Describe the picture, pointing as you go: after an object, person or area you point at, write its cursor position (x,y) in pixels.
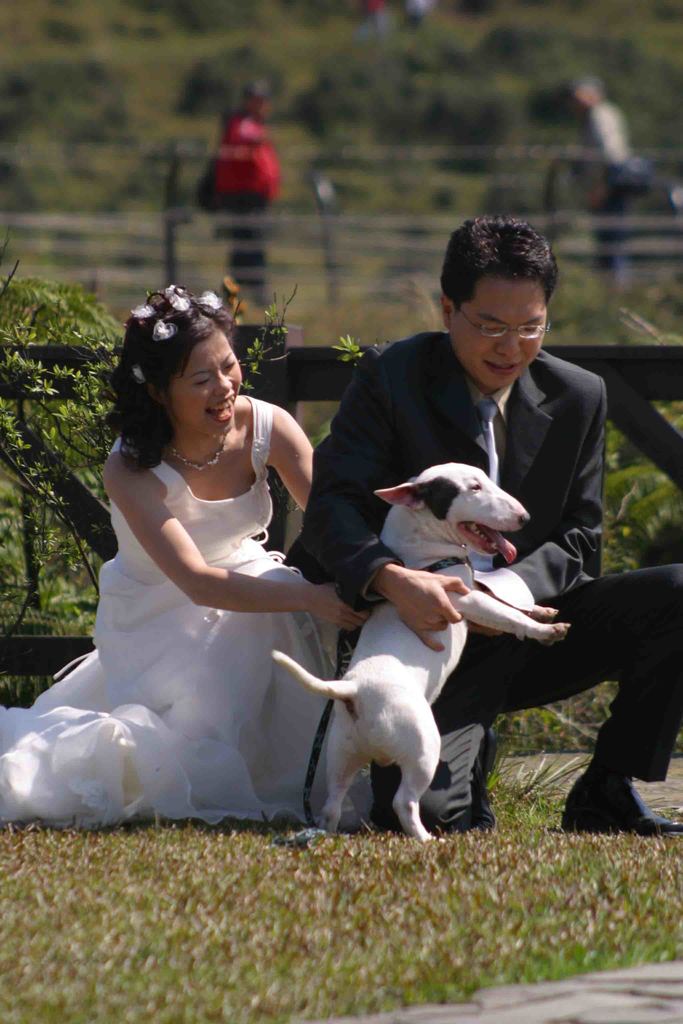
There is a man (505,473) holding dog (410,559) and beside to him there is a woman (218,611), laughing. They both are on the grass (551,924). Behind them there is a fence (41,355). To the fence (4,371) there is a plant (27,316). In the background (606,142) we can see two persons (278,163) standing.
